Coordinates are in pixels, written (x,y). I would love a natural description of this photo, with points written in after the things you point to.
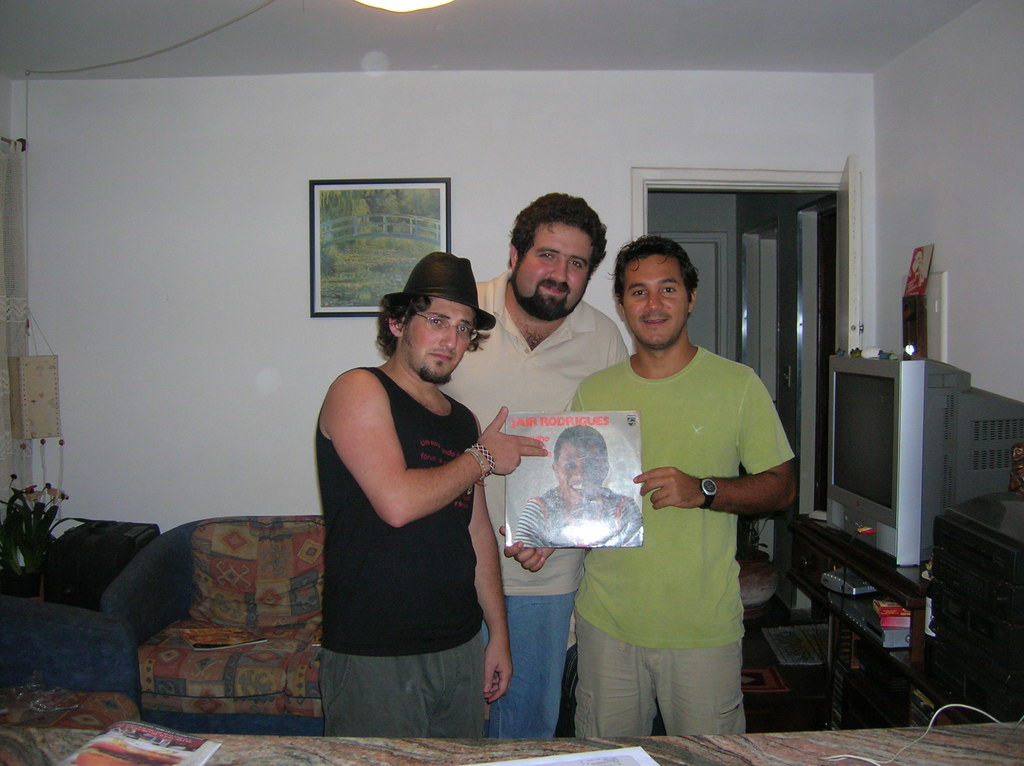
In the center of the image (448,259) there are persons (371,704) standing. In the background of the image (454,136) there is a wall (454,136) and a photo frame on a wall (276,313). There is a sofa (290,724) in the image. There is a tv (984,468). There is a door (848,340).
